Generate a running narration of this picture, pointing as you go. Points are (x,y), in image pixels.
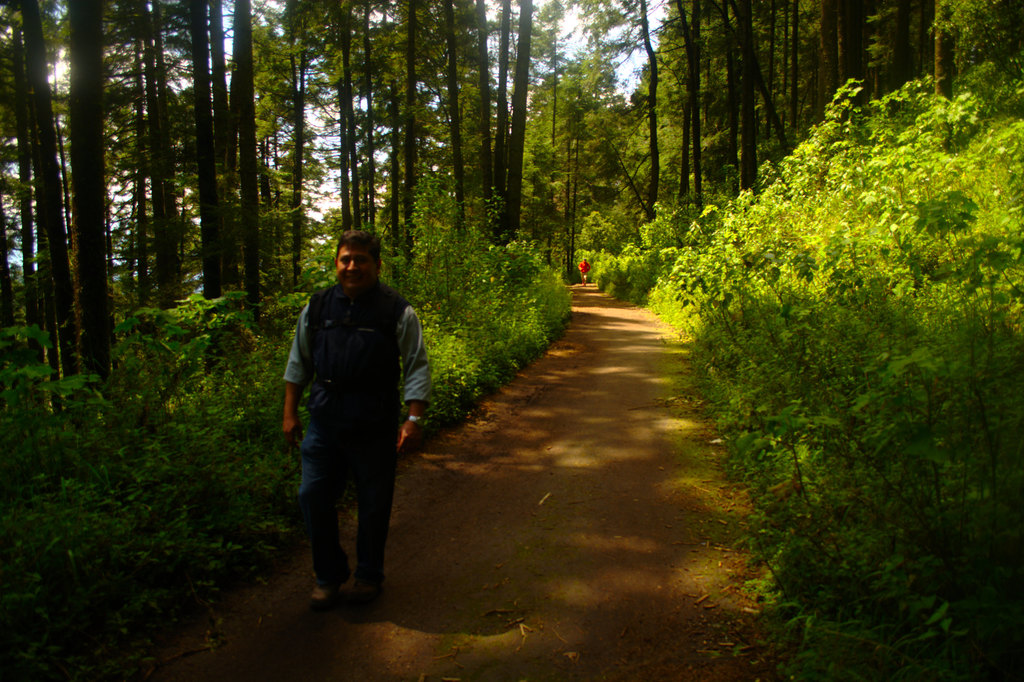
In this image I can see two persons (333,305) walking. In front (380,465) the person (409,442) is wearing blue color dress (332,318). In the background (422,128) I can see few trees (606,150) in green color and the sky (572,46) is in white and blue color.
